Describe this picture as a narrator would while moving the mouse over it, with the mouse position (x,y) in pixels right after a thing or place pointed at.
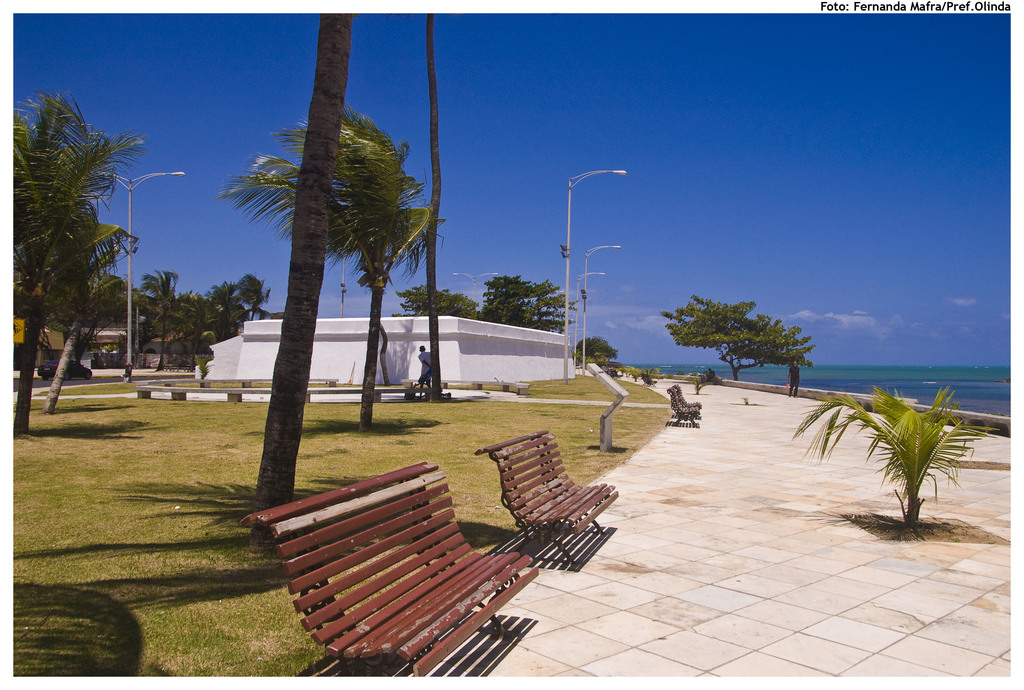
In the image there are two benches (423,565) on the side of road (566,591) with plants (744,345) in front of it followed by beach (949,394) on the right side (934,405) and on left side (150,454) there are trees (201,327) on the garden (64,592) with building (263,359) in the back (224,368) and above its sky (734,159).
